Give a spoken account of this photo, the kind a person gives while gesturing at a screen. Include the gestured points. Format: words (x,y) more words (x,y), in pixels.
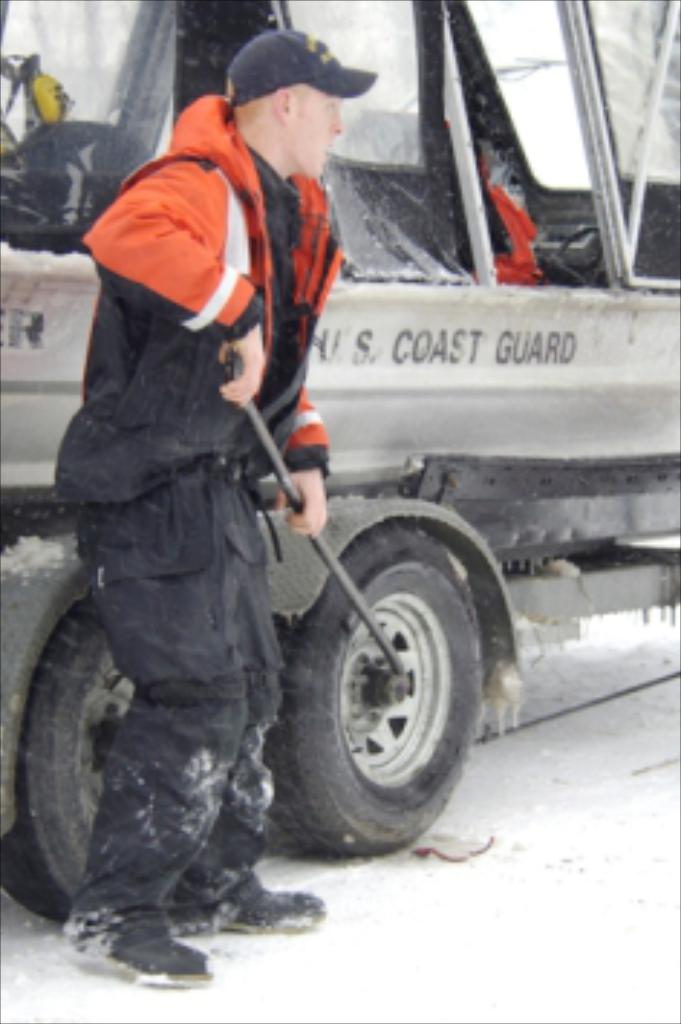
On the left side of this image (182,589) I can see a man (123,452) wearing a jacket (185,242), cap (280,73) on the head (255,74) and standing on the ground (305,965) by holding a rod (274,450) in the hands (247,357). He is facing towards the right side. At the back of this man (245,681) I can see a vehicle (460,396). On the ground (550,769), I can see the snow (555,744).
